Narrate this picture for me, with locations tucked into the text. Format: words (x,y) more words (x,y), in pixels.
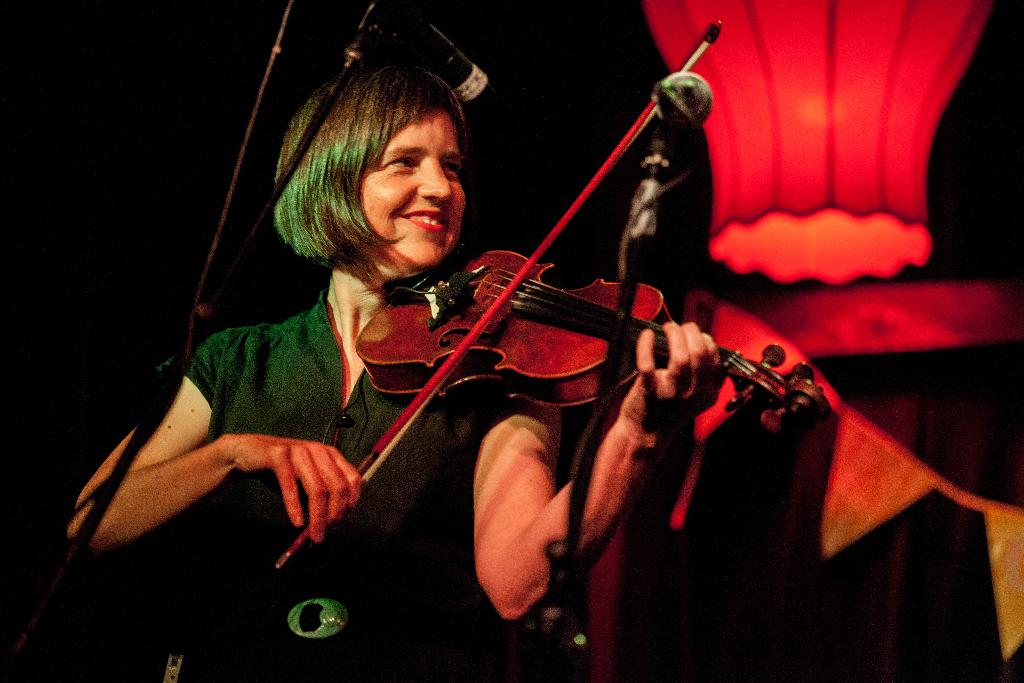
This picture shows a woman (351,261) smiling and playing violin (461,378) in her hands (280,462). There are two microphones (681,80) in front of her. In the background (784,210) there is a red color light (820,148).
